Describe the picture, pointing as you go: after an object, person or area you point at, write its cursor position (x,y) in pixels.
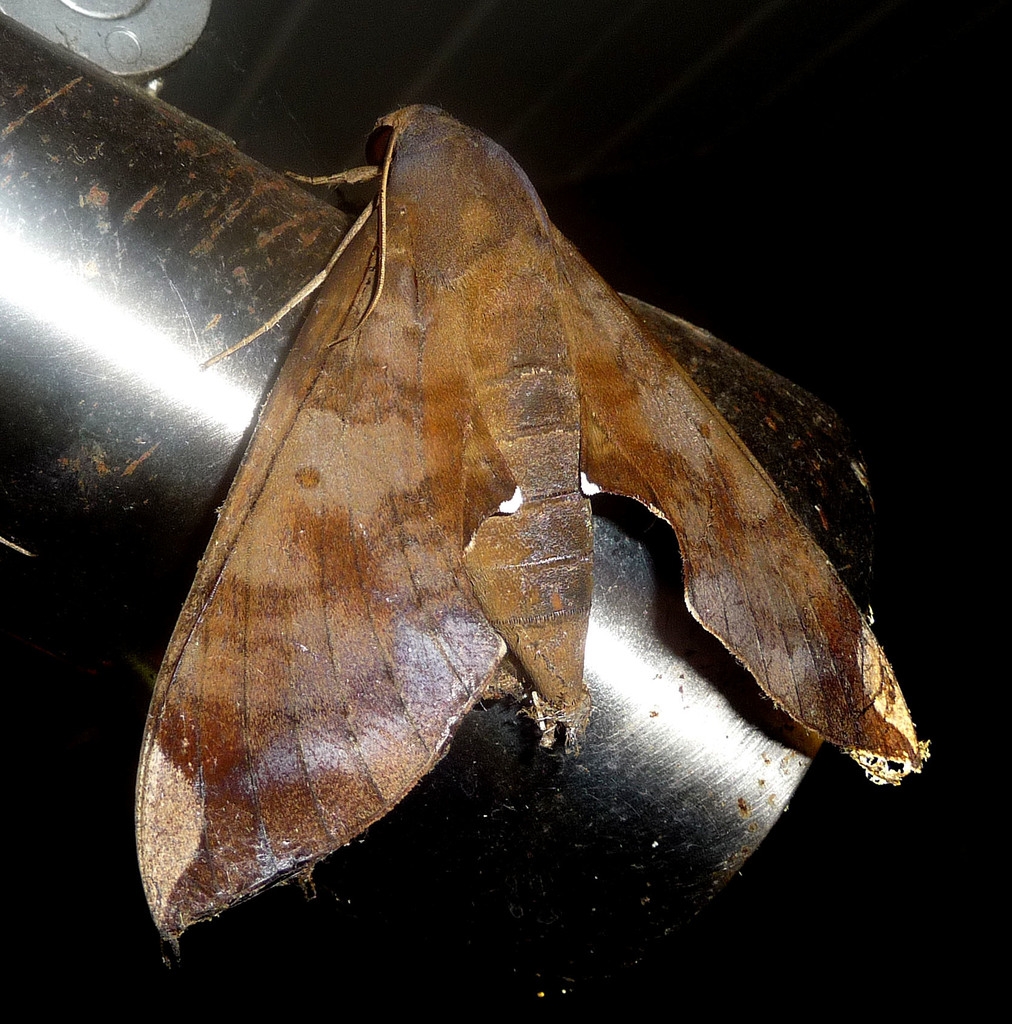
In this image in the front (437,443) there is an object (374,412) which is brown in colour and it is on the pipe (157,339) which is black in colour.
